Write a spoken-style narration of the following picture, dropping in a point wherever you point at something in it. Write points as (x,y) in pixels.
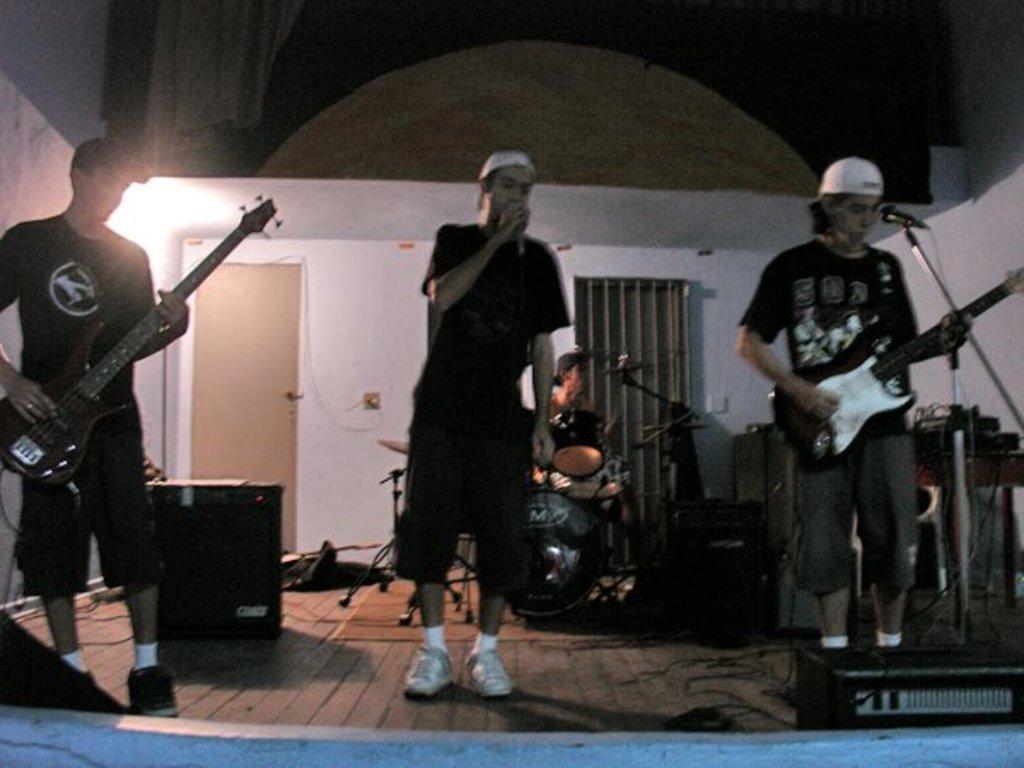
In this image I see 3 men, in which 2 of them are holding guitar (854,438) and one of them is holding a mic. In the background (383,279) I see a man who is with drums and there is wall (334,275) and the door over here.
